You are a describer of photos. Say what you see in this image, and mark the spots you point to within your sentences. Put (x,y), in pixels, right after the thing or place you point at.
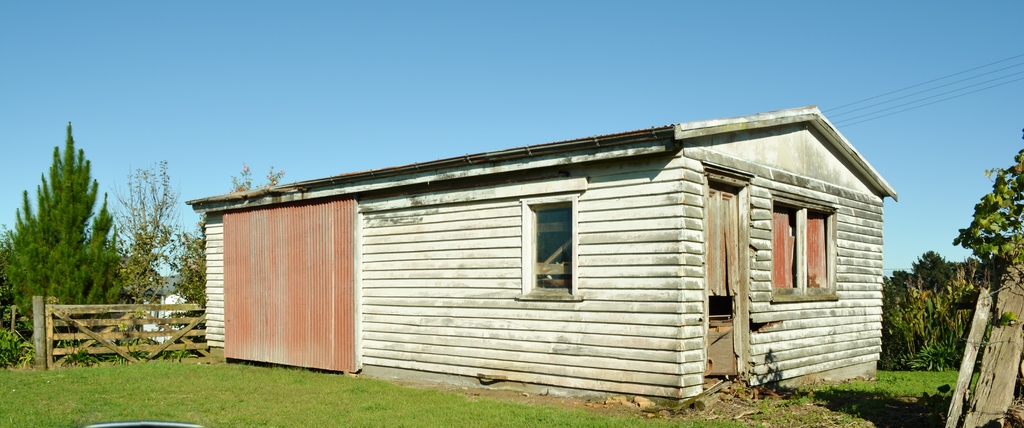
In this image there is a grassland (642,421), on that land (734,405) there is a shed (813,295), wooden railing (63,337), in the background (7,296) there are trees (106,260) and the sky (557,93).
